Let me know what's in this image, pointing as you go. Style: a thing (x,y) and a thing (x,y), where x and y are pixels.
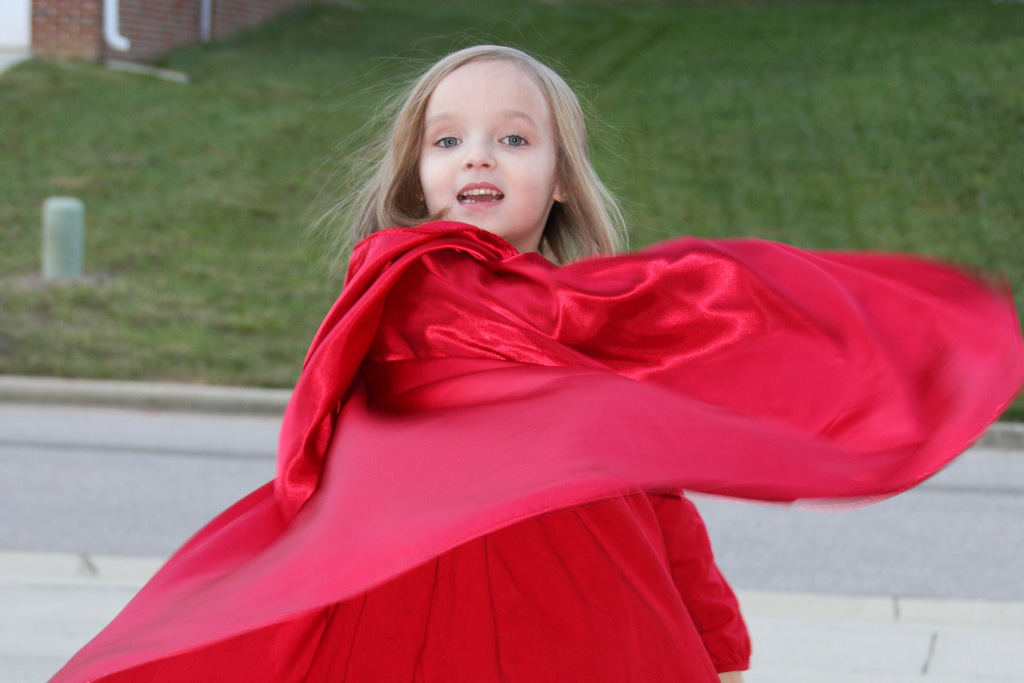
In this image I can see the person (418,197) wearing the red color dress (419,502). In the background (242,302) I can see the grass (235,158) and the brown color brick wall (103,44).
